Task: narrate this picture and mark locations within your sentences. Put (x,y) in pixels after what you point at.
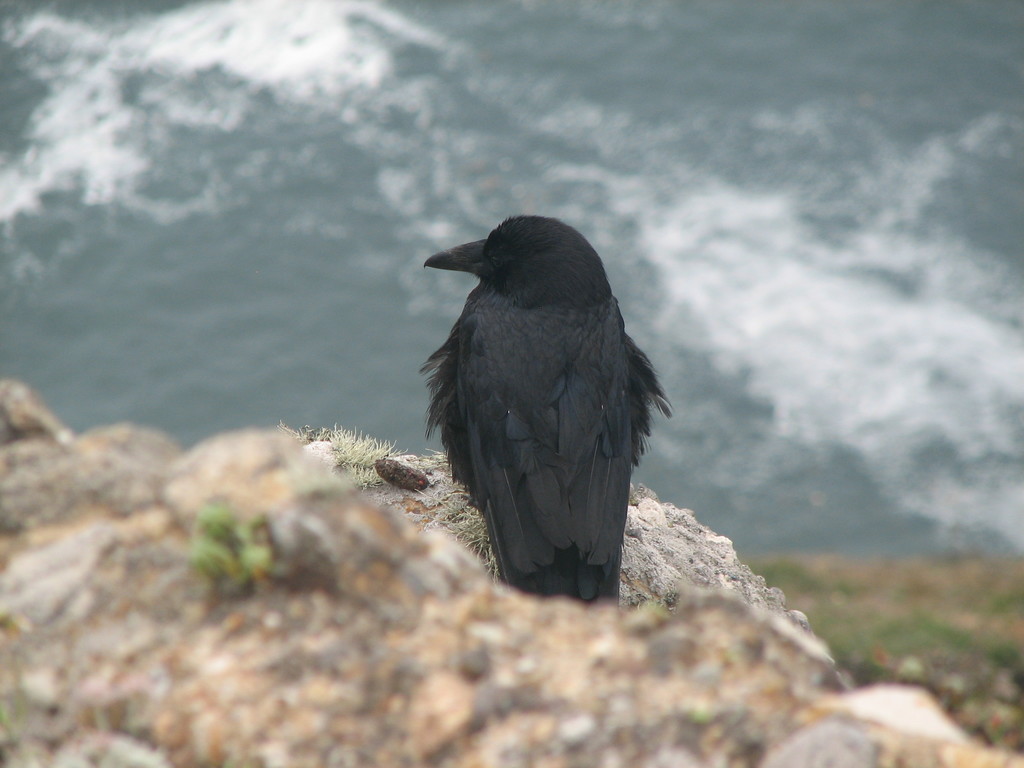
This picture is clicked outside the city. In the foreground (403,600) we can see the rock (804,660) and there is a black color bird (549,348) seems to be the crow (508,413) standing on the rock (432,498). In the background (273,266) we can see some objects (770,264).
